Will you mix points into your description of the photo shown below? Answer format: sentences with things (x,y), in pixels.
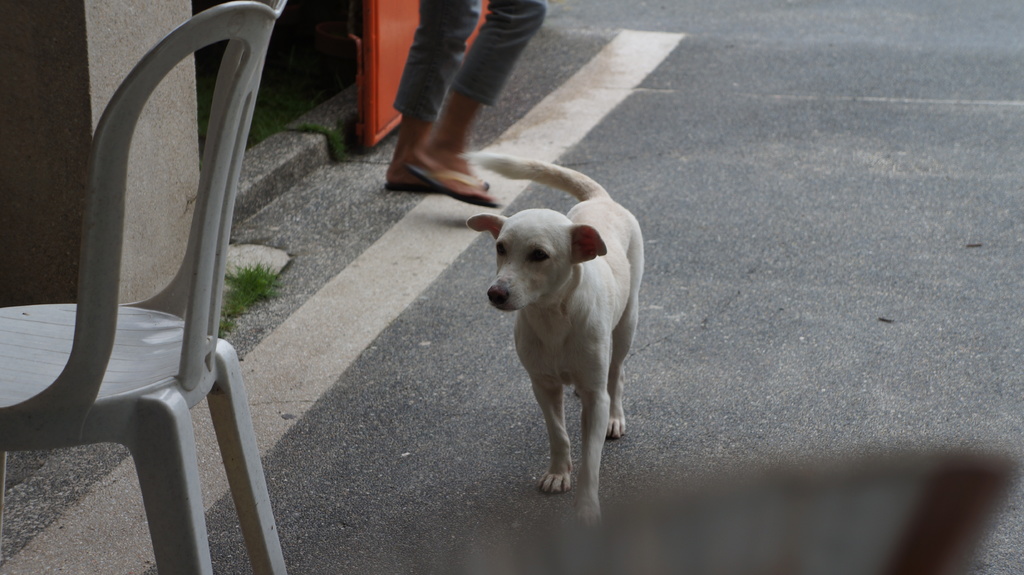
A dog (613,250) is walking on the road (407,344). On the left side (178,311) there is a chair (146,327). On the side there are grasses (259,290). And legs (456,55) of a person (469,73) is visible.
